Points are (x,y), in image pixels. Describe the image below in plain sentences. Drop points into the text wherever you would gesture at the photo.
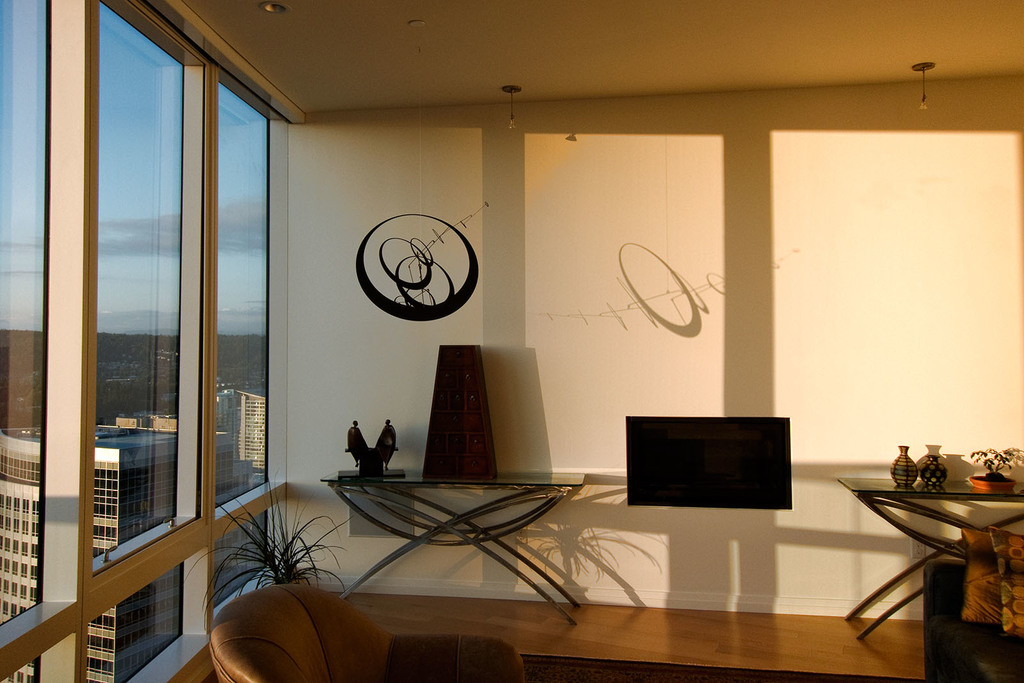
In the image there are two tables (931,491), on the tables (964,488) there are some objects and there is a television (737,444) in between the tables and in the foreground (283,594) there is a sofa chair (347,655) and behind that there is a plant (298,570) and on the right side (952,583) there is another sofa (938,599), there are windows (115,361) to the left side of the image (140,481), behind the windows (58,539) there are buildings (124,419).
